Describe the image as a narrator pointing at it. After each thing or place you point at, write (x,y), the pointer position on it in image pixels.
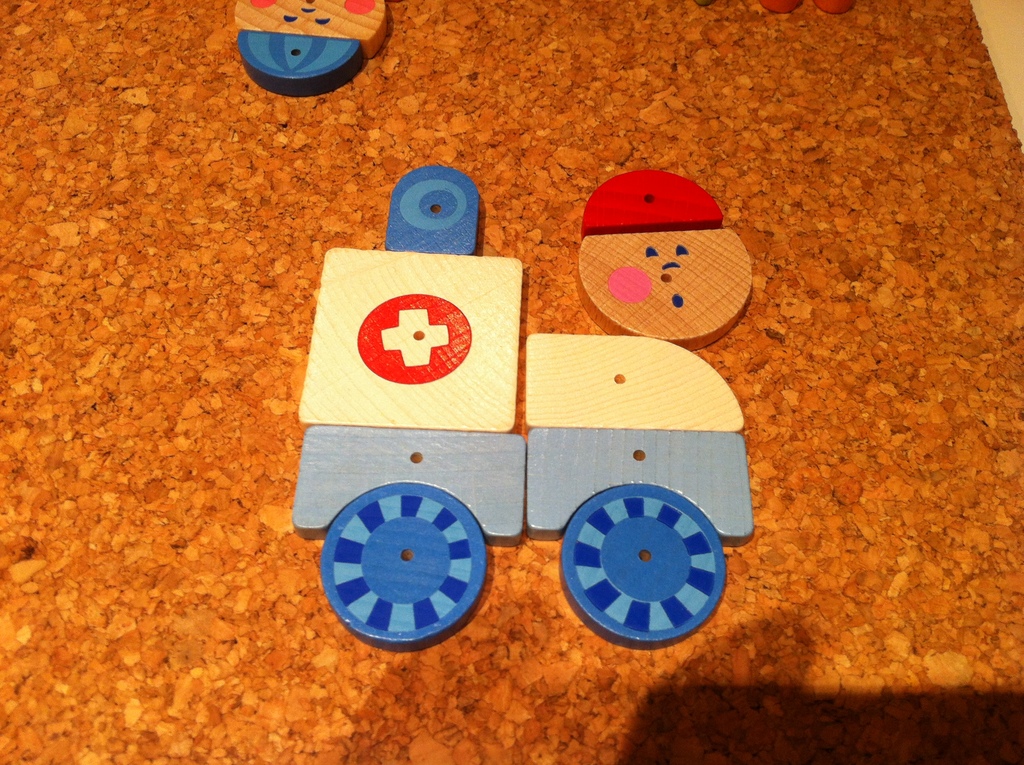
On a brown surface (236,453) there is a toy vehicle (512,442) made with blocks (587,306).
